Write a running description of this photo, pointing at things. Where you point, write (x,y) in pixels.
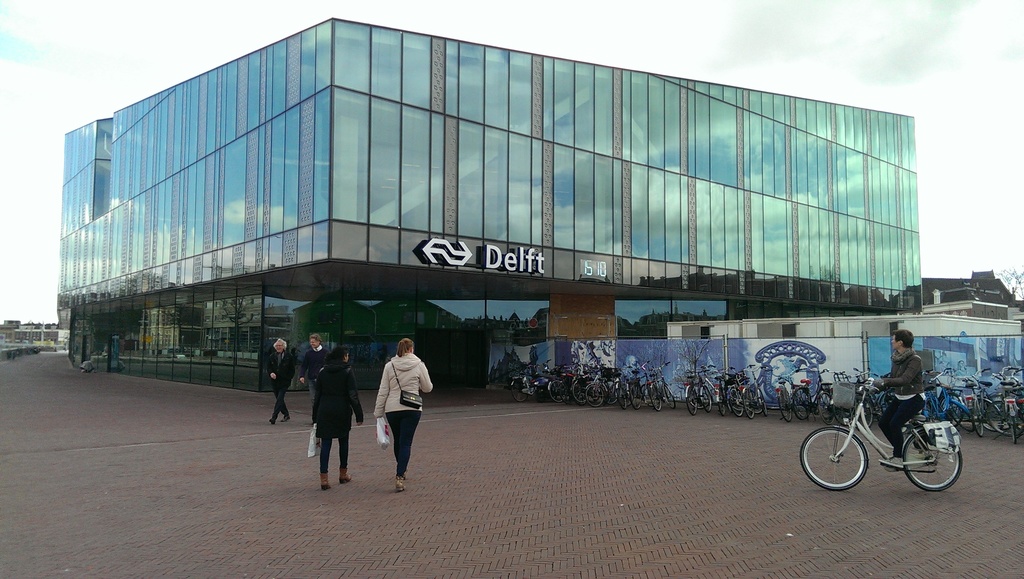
This picture is clicked outside the city. Here, we see four people (285,420) walking on the road (364,453). Behind them, we see a building (528,300). On the right corner of the picture (894,405), woman (905,372) in brown jacket (887,379) is riding bicycle (927,483) and beside her, there are many bicycles (803,381) parked. There are many buildings (915,316) in the background (947,293). At the top of the picture (555,56), we see the sky (36,38).
